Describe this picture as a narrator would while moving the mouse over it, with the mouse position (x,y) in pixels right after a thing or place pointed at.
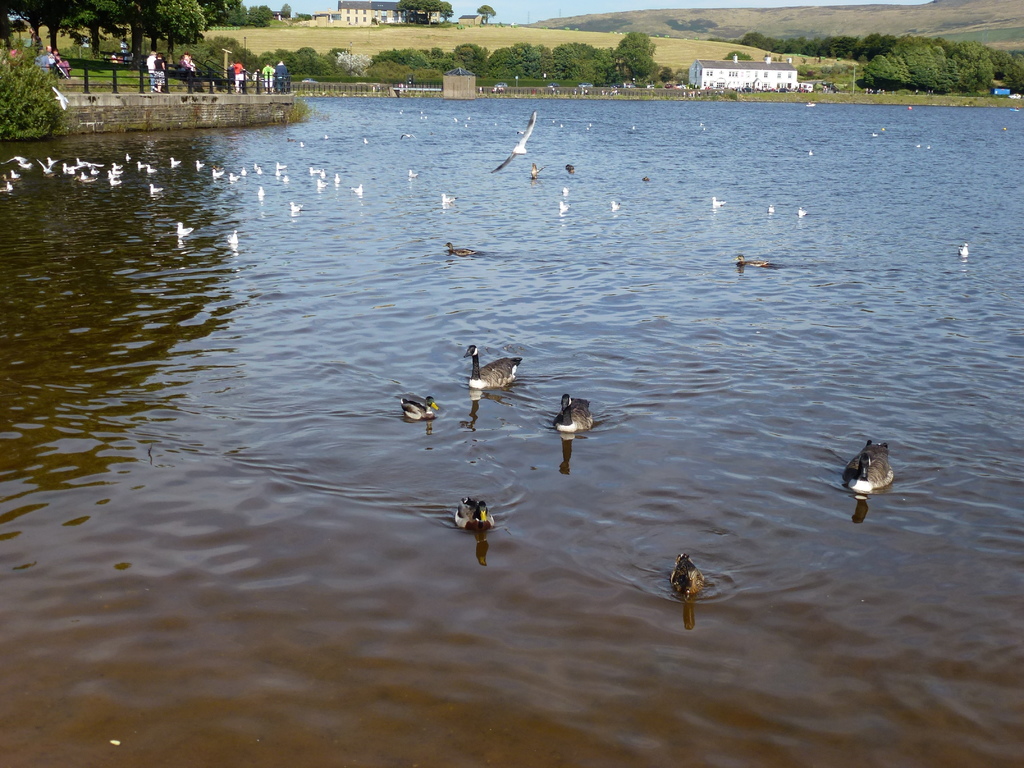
In this image I can see many birds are on the water (545,532). I can see few birds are flying in the air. In the background (242,89) I can see the railing (173,87) and the group of people (267,73) standing and wearing the different color dresses (158,79). I can also see many trees (112,4), houses (713,84) and the sky (533,16) in the back (690,71).
